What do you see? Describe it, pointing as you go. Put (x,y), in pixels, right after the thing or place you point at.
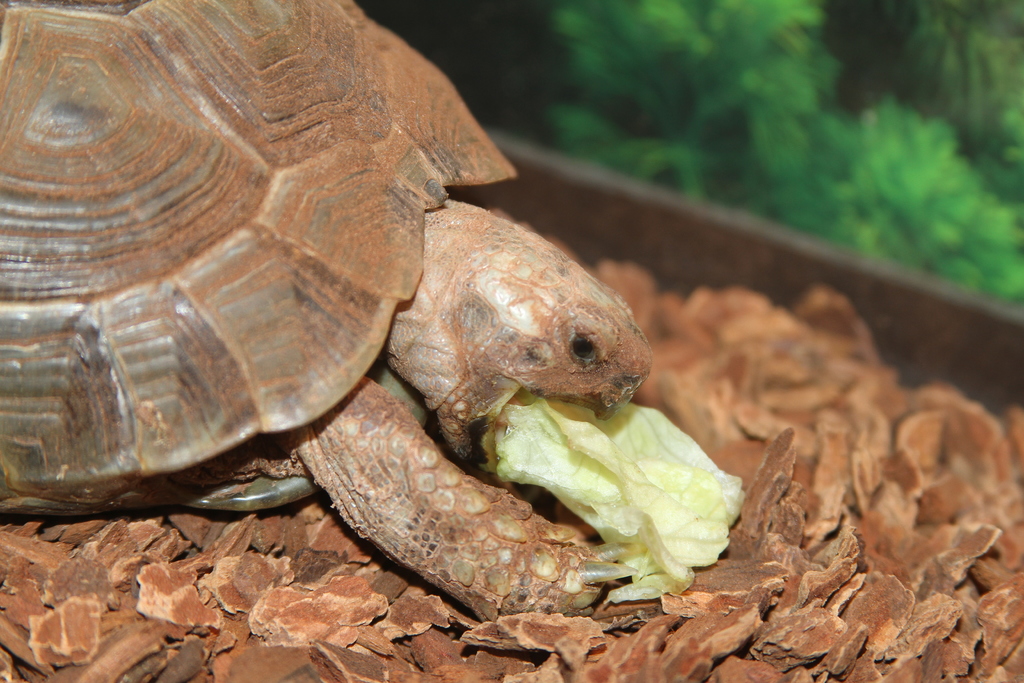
In this picture we can see a turtle (334,289) eating something, at the bottom (867,614) there are some bark chips (823,535), we can see plants (709,124) in the background (744,97).
